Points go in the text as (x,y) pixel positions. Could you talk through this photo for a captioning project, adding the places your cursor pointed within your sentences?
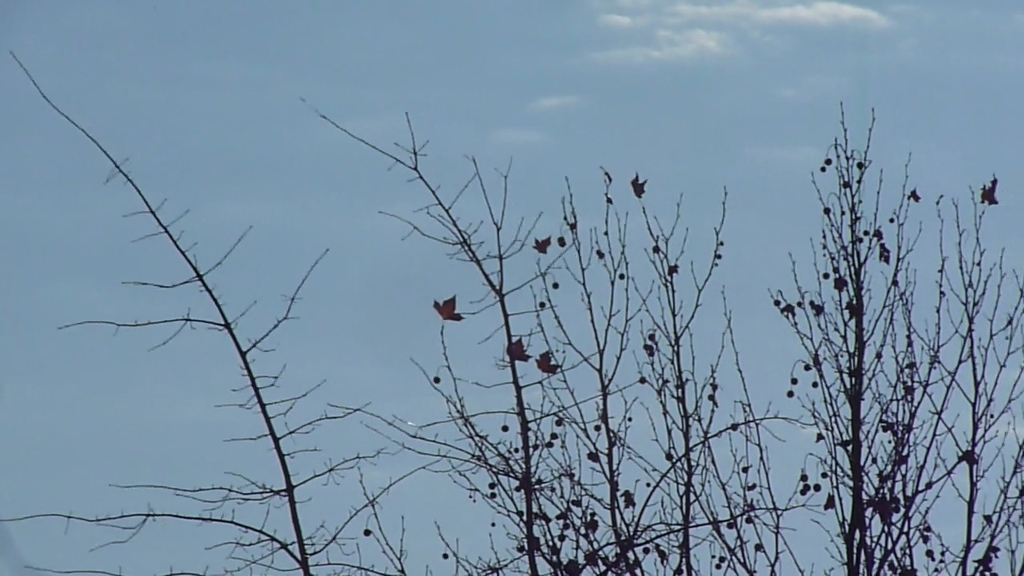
There is a dried tree (506,322) which has few dried leaves (522,350) and some other objects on it.
